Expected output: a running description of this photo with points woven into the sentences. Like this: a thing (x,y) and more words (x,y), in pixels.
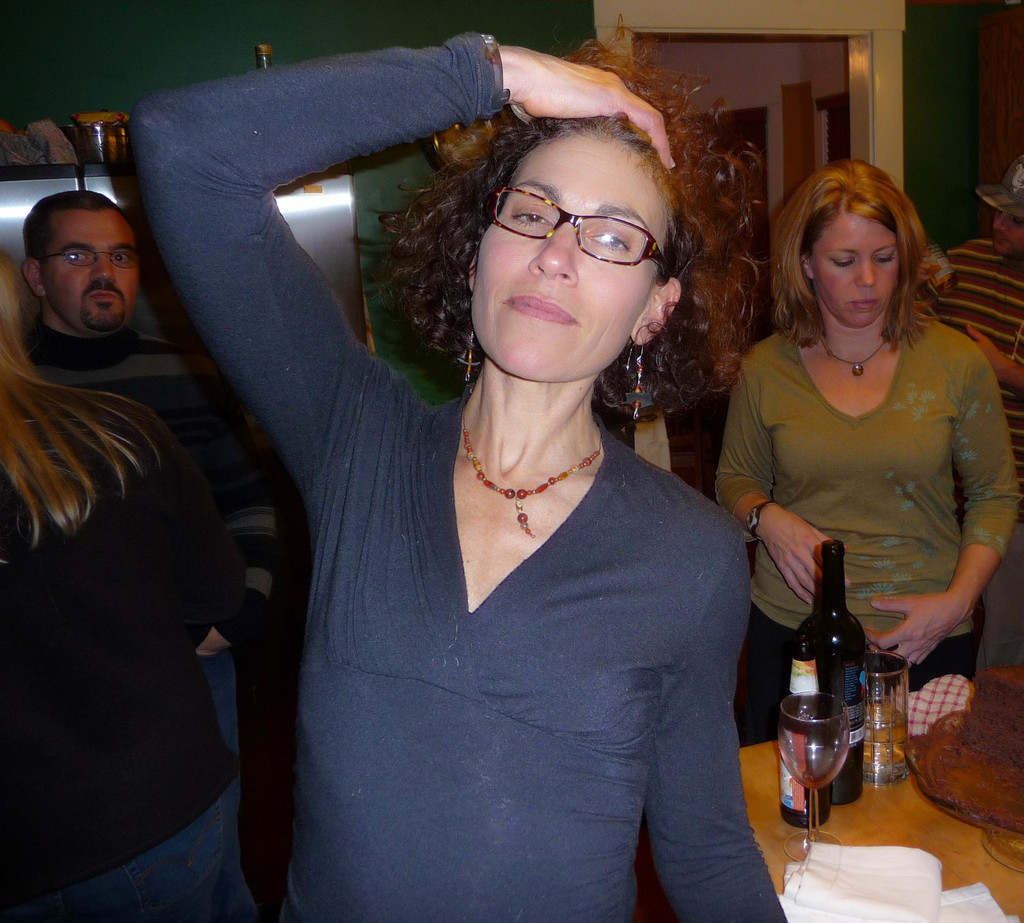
In this image i can see a woman (413,573) standing. In the background (220,477) i can see few other people (99,484) standing, a table (917,842), few wines bottles (817,661) and glasses (840,732) on the table (857,807), and a wall (92,48).
